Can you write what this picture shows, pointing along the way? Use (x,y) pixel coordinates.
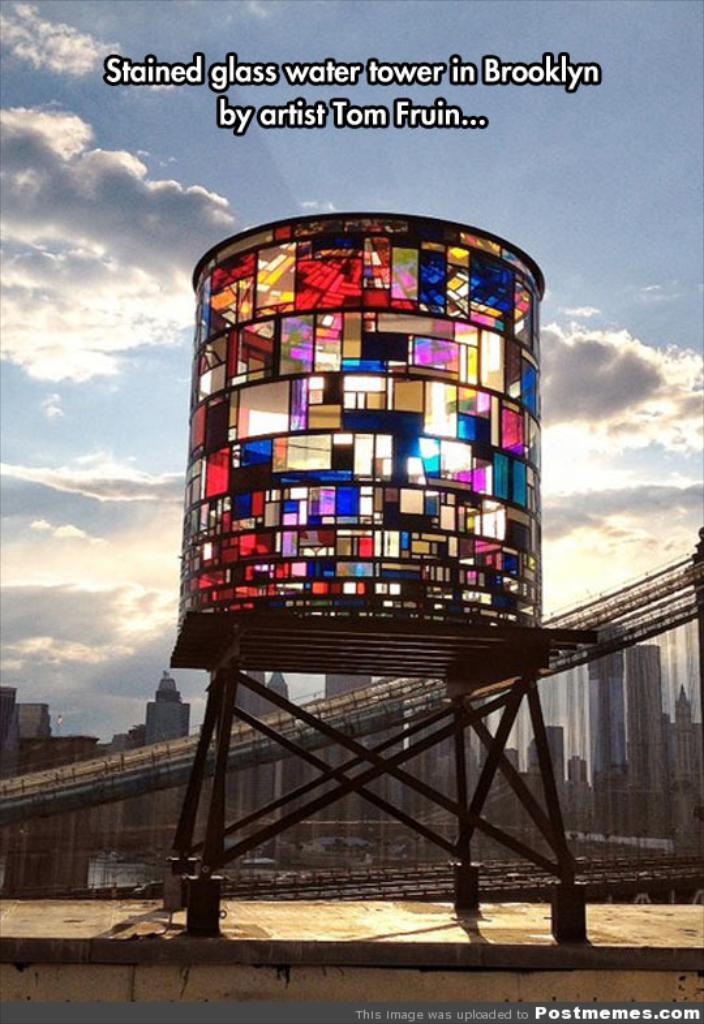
In the foreground of the picture (330,371) we can see a glass tower (462,645) it is looking like a tank (337,477). At the bottom (361,996) we can see a brick wall (194,960). In the middle of the picture (269,677) there are buildings (46,762), bridge (251,749) and water body (88,890). In the background (90,365) we can see sky (544,258), in the sky (583,490) there are clouds (150,181). At the top (337,71) there is text (490,61).
